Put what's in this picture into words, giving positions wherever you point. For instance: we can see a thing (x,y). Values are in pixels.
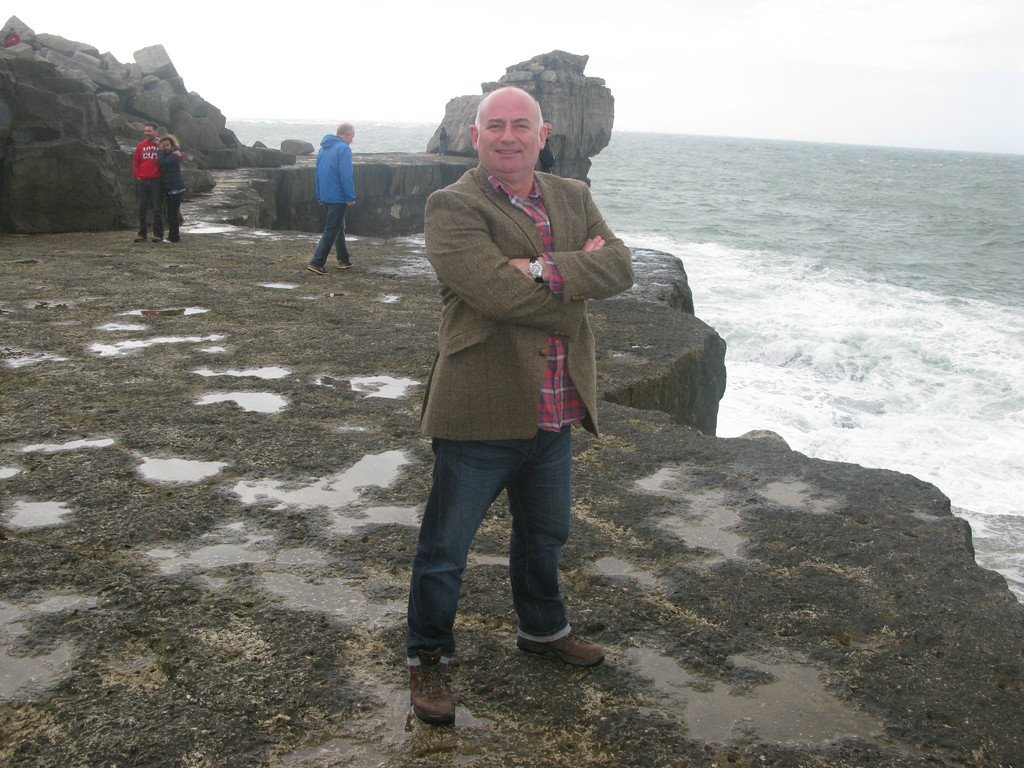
In the picture we can see the rock surface (282,645) with some parts of water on it and a man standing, and behind him we can see another man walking and besides, we can see a man (156,182) and a woman (165,168) standing together near the rocks (12,155) and besides we can see the water surface (717,232) and in the background (272,95) we can see the sky (335,111).
